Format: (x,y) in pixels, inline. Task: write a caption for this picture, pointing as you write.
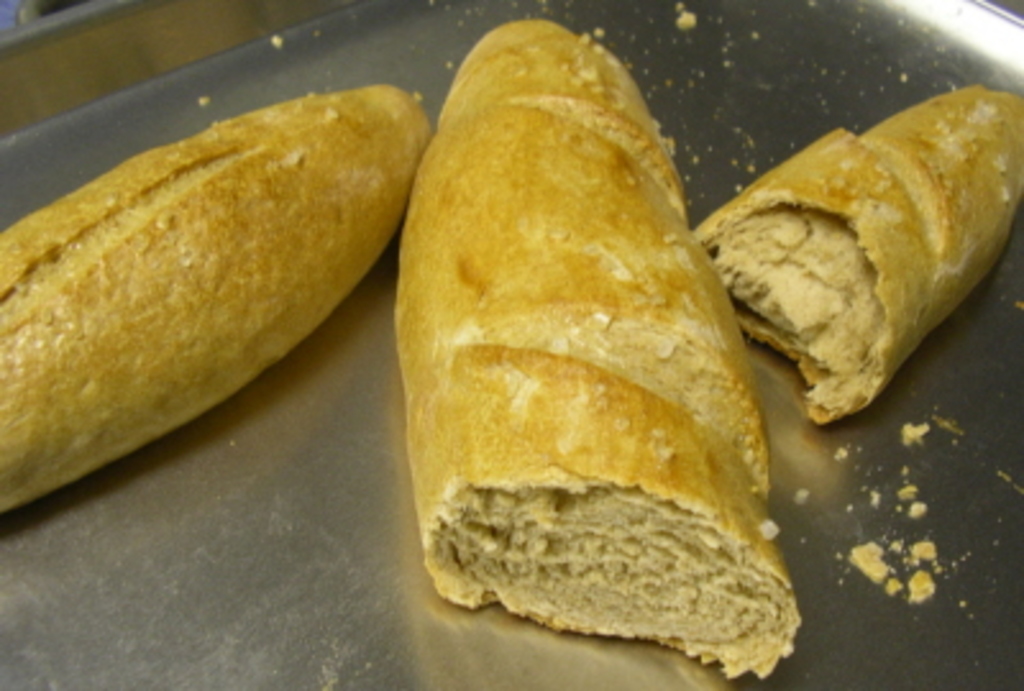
In this image there are some food items (413,303) in a tray (196,463).
